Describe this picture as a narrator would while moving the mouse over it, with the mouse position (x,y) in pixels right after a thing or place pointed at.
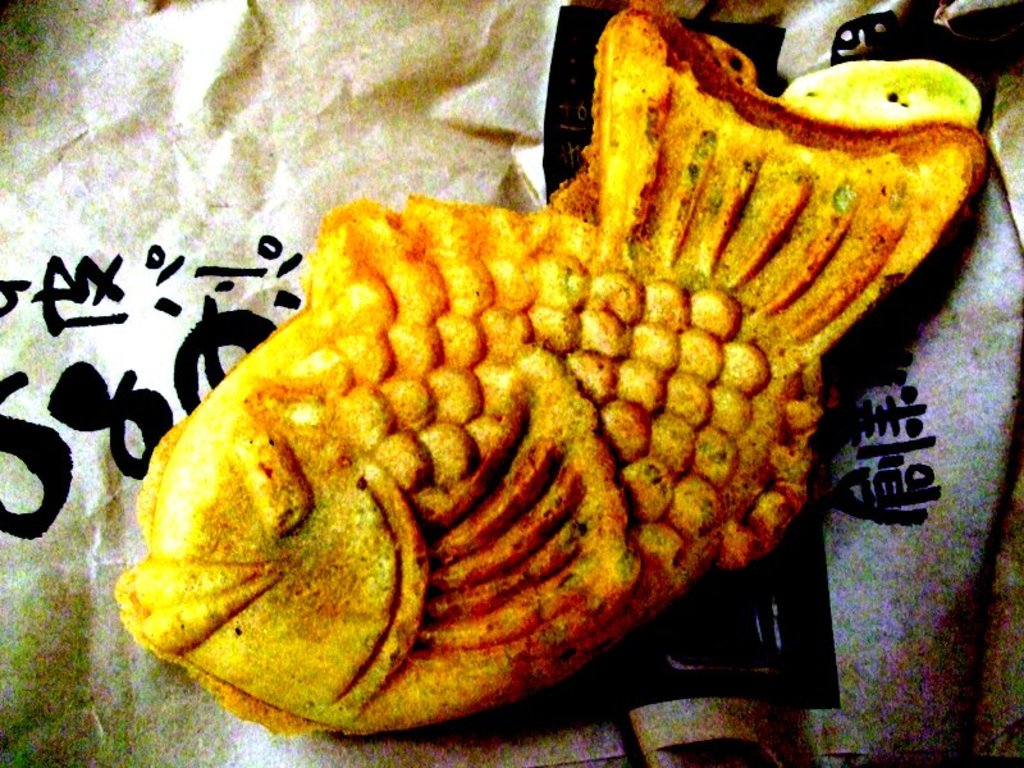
In this picture I can see food (442,404) and looks like a paper (2,748) in the background (163,226).
